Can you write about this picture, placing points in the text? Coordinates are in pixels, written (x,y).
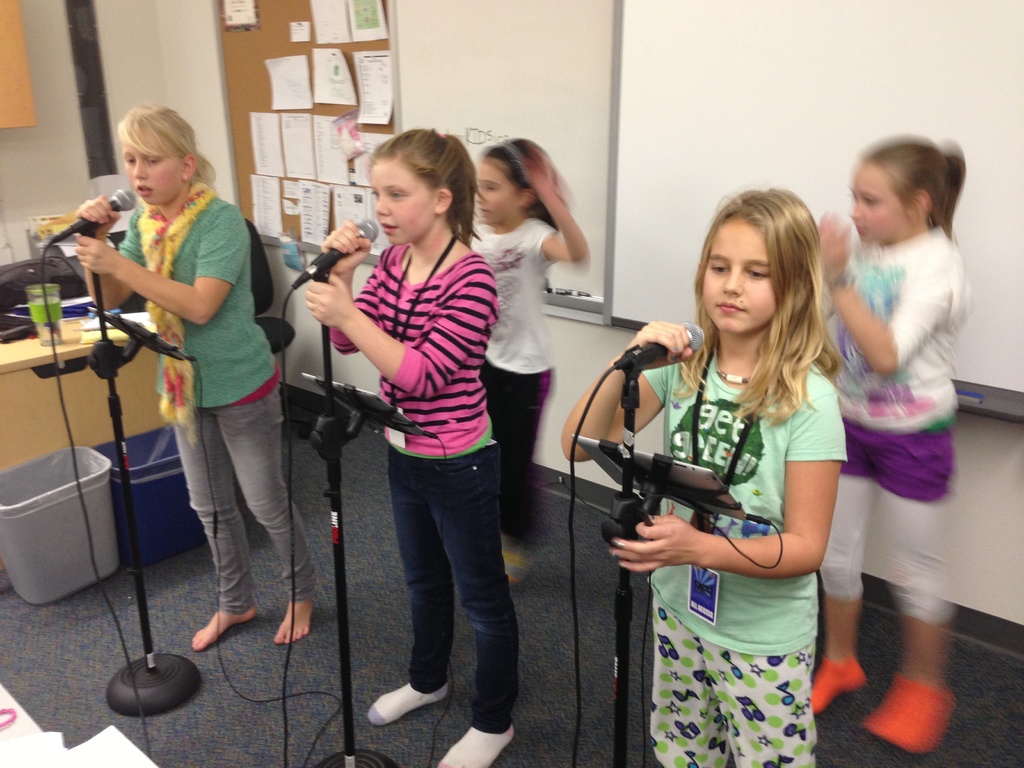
In this pictures we can see some people (545,236) standing on the floor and holding the mic (645,365) and singing.
